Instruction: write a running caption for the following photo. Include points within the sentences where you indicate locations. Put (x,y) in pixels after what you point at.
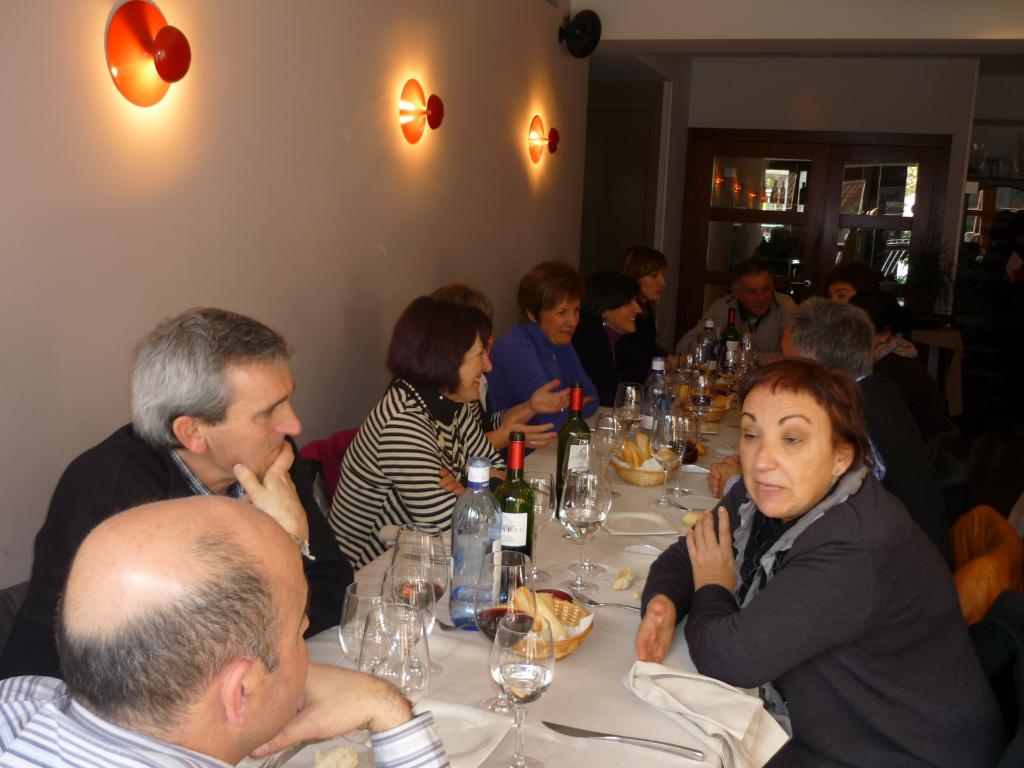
Here we can see some persons (191,712) are sitting on the chairs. This is table (598,613). On the table (640,707) there are bottles (567,509), glasses (524,636), bowls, and spoons (586,601). This is wall (296,231) and there are lights (540,139). Here we can see a door (733,230) and this is mirror (891,191).
